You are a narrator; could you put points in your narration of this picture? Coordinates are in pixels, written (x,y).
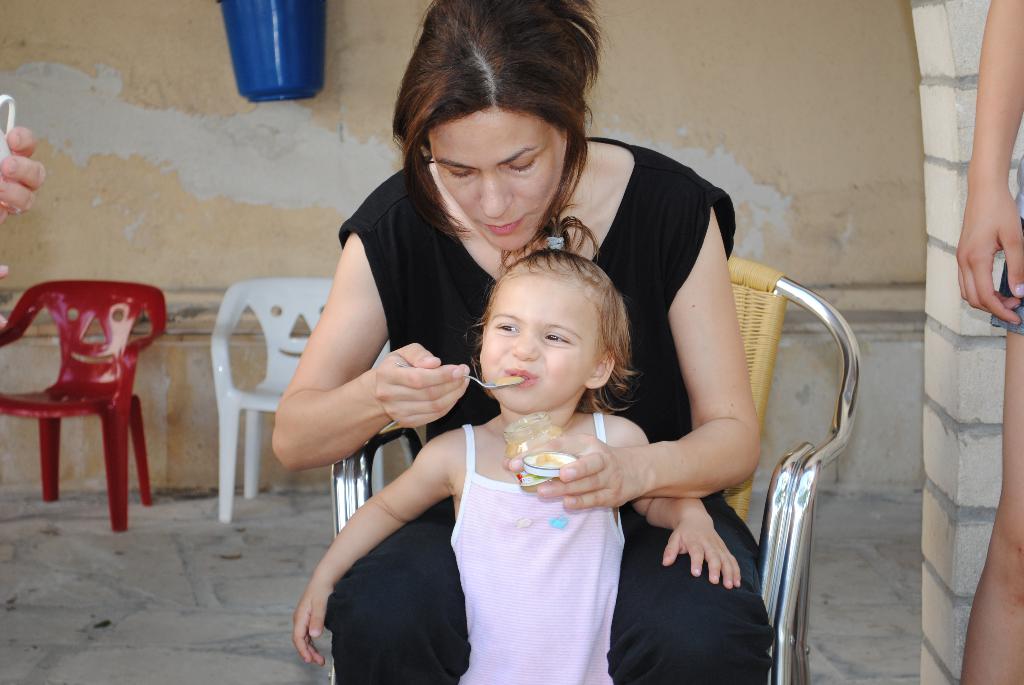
A woman (659,232) is sitting on the chair (378,430) and feeding food (543,429) to the kid (511,362). The kid (538,400) is standing. In the background (213,186) there is a wall (268,164), bucket (260,51) and chairs (226,351).
